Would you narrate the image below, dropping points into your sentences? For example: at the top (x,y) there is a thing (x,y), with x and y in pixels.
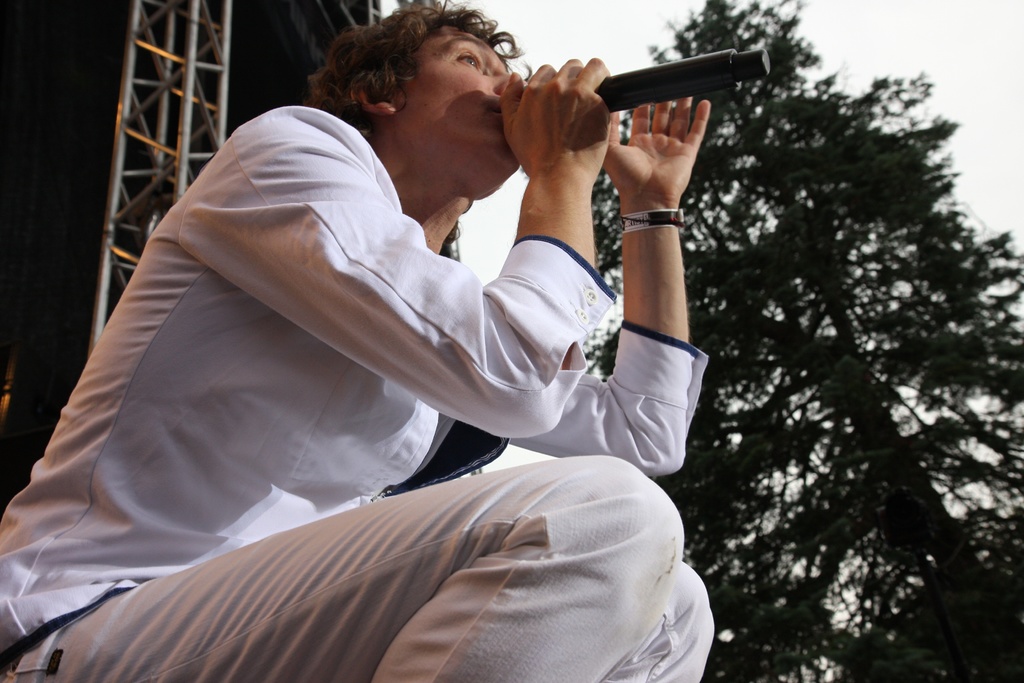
In this picture there is a boy (266,232) in the center of the image (519,236), by holding a mic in his hand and there is a tower (185,16) and a tree (829,269) in the background area of the image (825,136).
